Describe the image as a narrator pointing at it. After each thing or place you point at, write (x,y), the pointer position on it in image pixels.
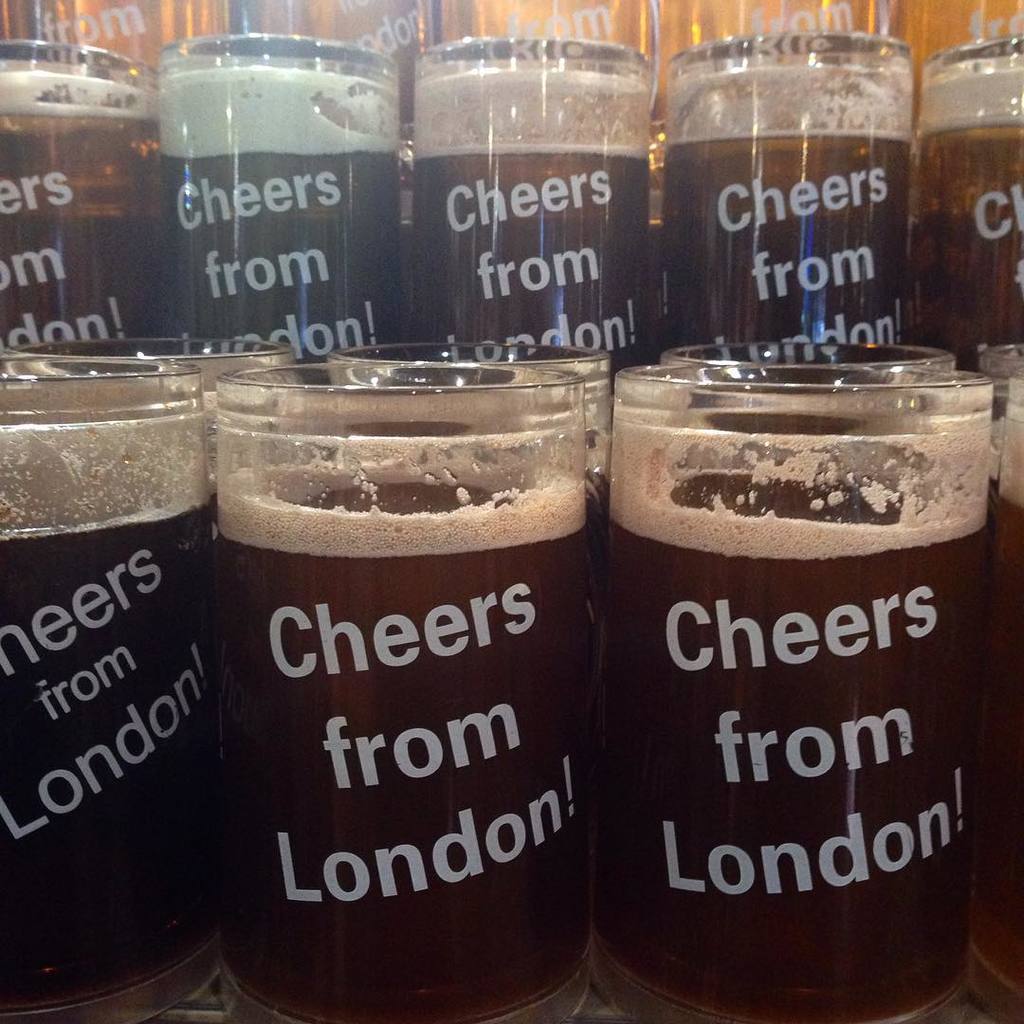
In this picture we can see many number of glasses (483,479) containing drinks (894,296) and we can see the text (589,272) on the glasses (820,767).
